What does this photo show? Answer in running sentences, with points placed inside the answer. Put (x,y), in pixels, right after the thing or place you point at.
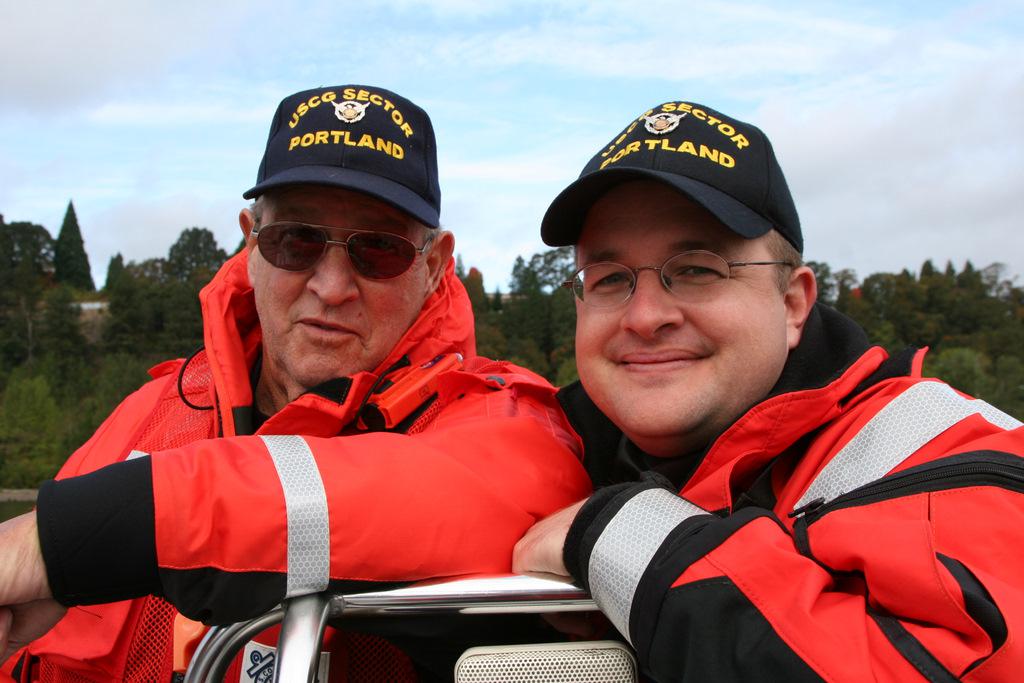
These two persons (437,285) wore glasses (305,232) and caps (381,126). Background (976,362) we can see trees (937,327) and sky (476,162).
